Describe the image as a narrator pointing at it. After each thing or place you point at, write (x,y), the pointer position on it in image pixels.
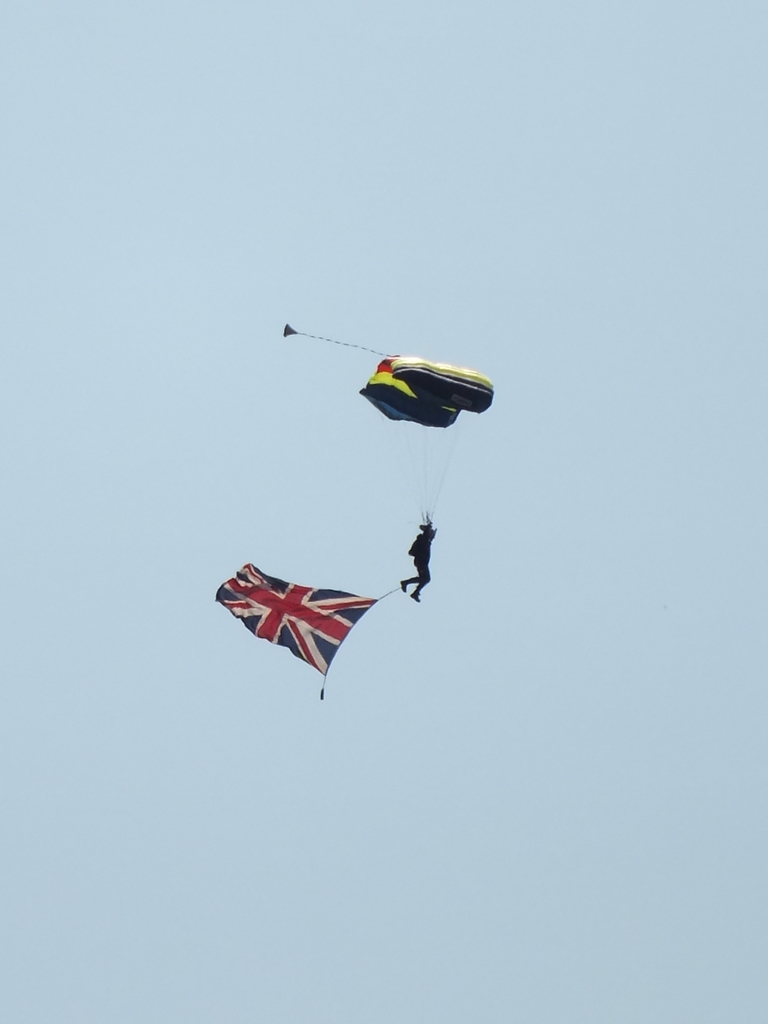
In this image we can see a person (417,594) parachuting. We can also see the flag (328,623) tied with a rope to his leg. On the backside (574,621) we can see the sky (578,583) which looks clear.
